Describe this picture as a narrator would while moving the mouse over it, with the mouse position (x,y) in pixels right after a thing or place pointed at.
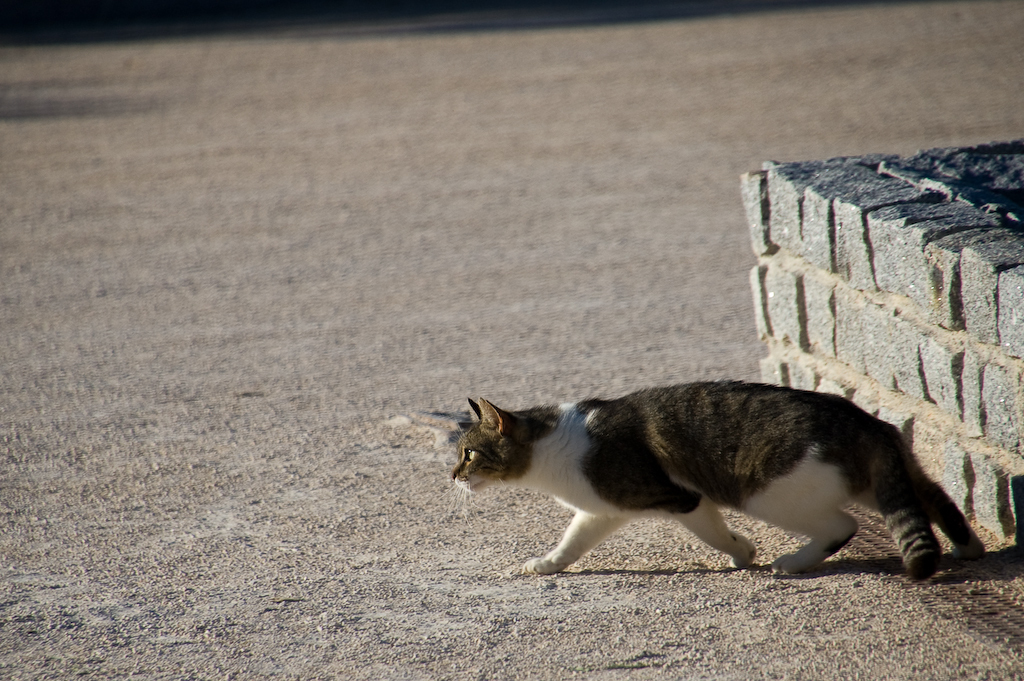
On the right side of the image (886,320), there is a wall (867,304). In the center of the image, we can see one cat (504,426), which is brown and white color. In the background (658,97), we can see it is blurred.
